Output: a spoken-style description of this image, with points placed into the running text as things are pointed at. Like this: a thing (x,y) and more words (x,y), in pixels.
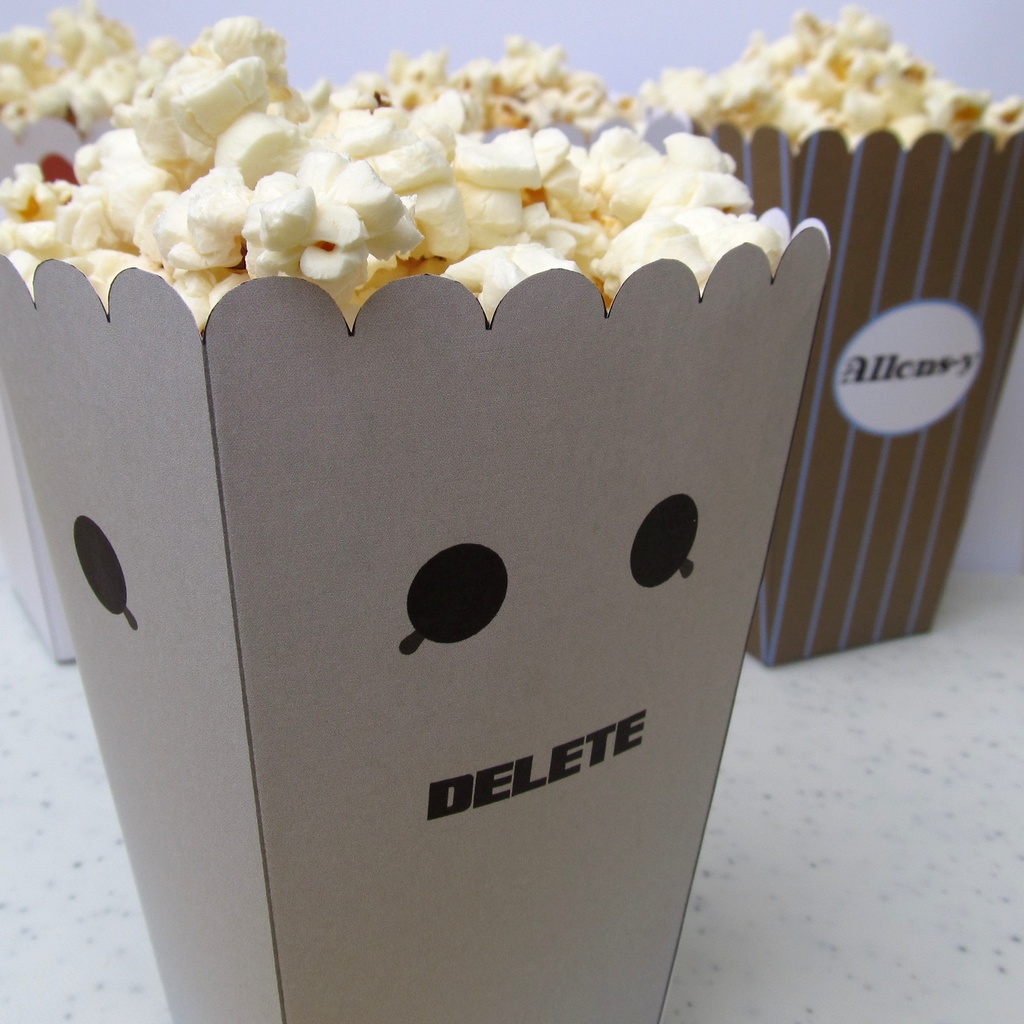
In this image I can see few popcorn-buckets (388,310) on the white color surface (982,959). I can see the white color background (723,31).
